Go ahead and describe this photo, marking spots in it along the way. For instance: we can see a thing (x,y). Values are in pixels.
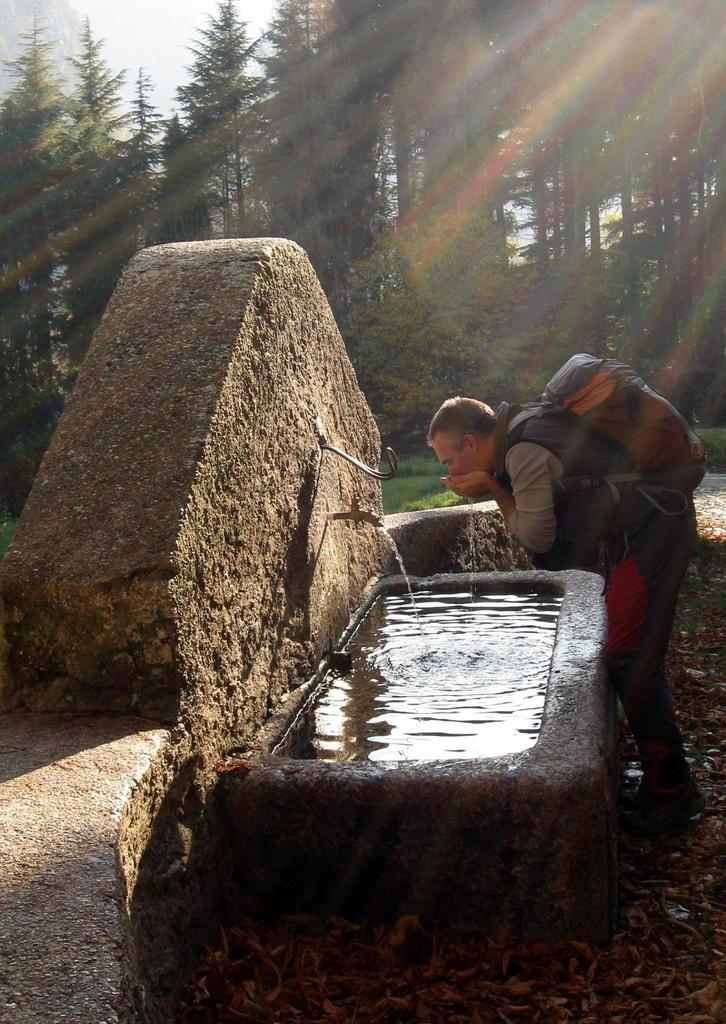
In this image there is a wash basin (397,615). Here there is a tap (366,518). A person (602,506) is standing in front of the wash basin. He is carrying a bag (623,396). In the background (314,138) there are trees (206,146).
